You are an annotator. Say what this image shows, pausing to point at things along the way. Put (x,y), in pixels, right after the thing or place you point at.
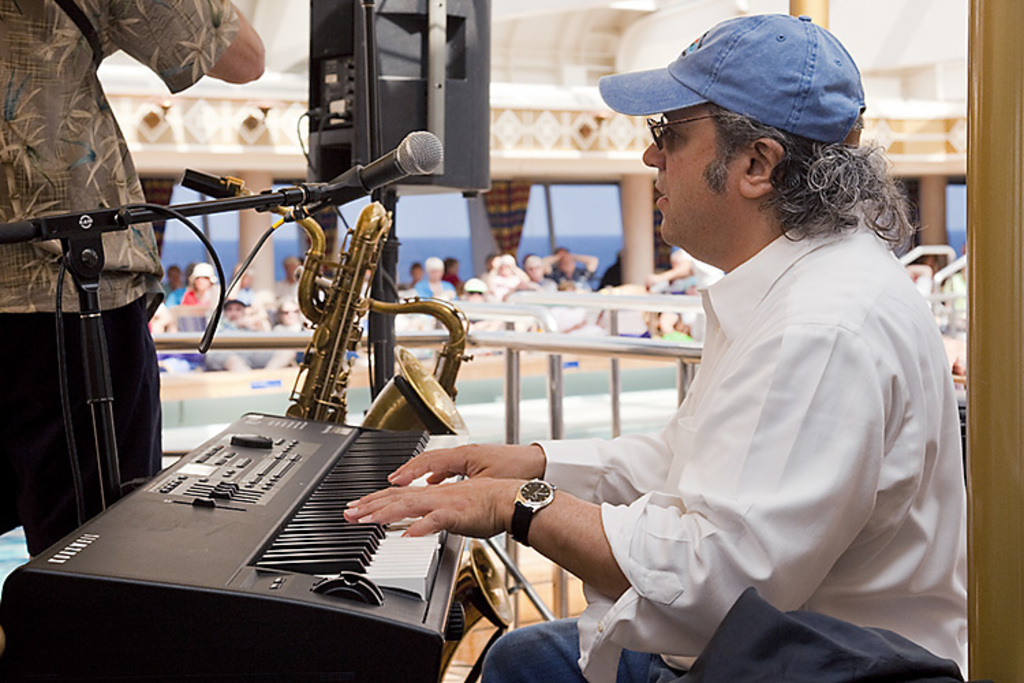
In this picture there is a person (745,453) sitting in the foreground (739,518) and playing musical instrument (359,532). On the left side of the image (19,460) there is a person (26,173) standing. In the foreground (317,561) there are musical instruments (402,433) and there is a microphone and speaker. At the back (514,290) there are group of people (419,289) sitting behind the railing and there are pillars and curtains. There is water (190,259) and sky (454,217) behind the building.
